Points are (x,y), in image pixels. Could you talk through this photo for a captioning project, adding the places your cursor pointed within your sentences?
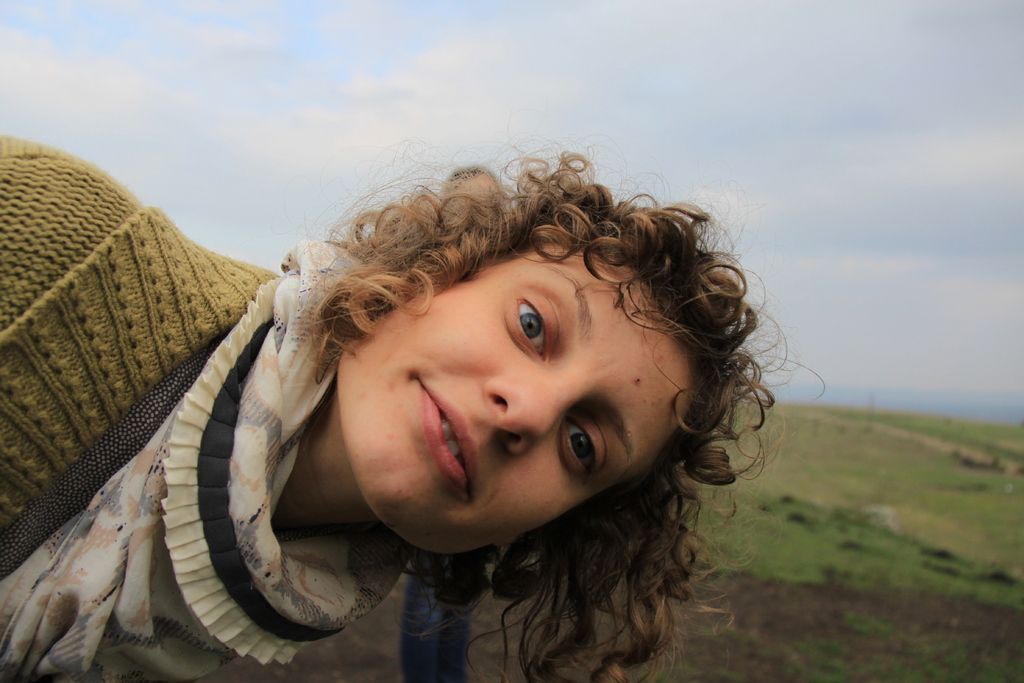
In this image I can see there is a person (237,372) in a bend pose and she is wearing a green color sweater (113,200) and a white color scarf (263,460). And at the background (835,509) there is a grass (894,503) and at the top (453,59) there is a sky (635,166).
